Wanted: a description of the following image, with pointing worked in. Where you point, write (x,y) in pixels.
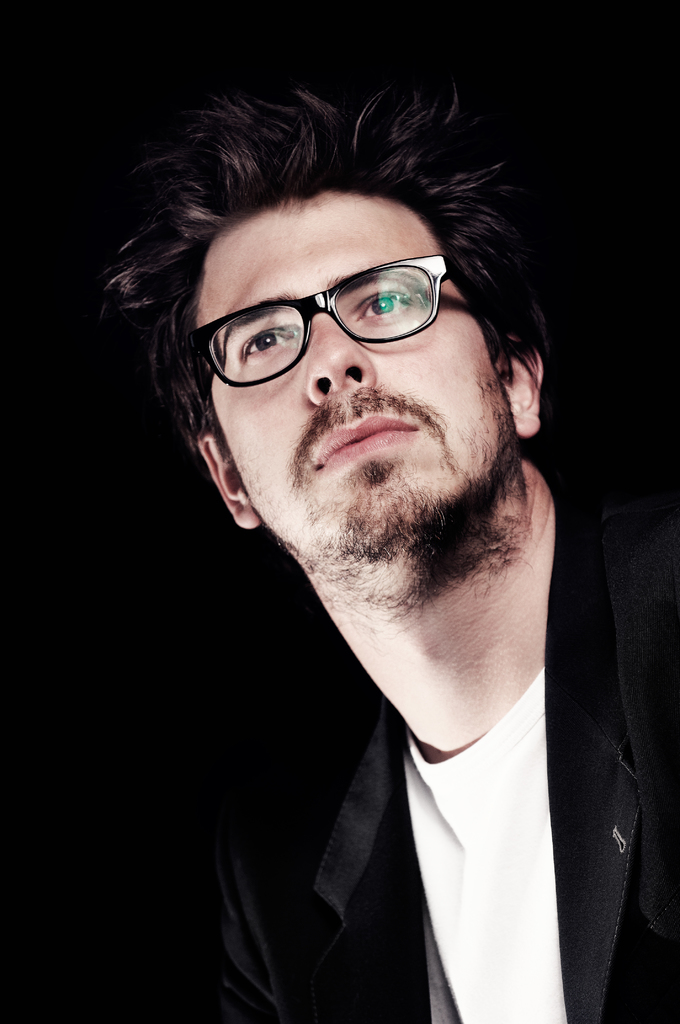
In this image I can see a man (397,809) wearing a black color jacket (314,839), white t-shirt (461,837) and spectacles (387,304). The background (36,293) is dark.
